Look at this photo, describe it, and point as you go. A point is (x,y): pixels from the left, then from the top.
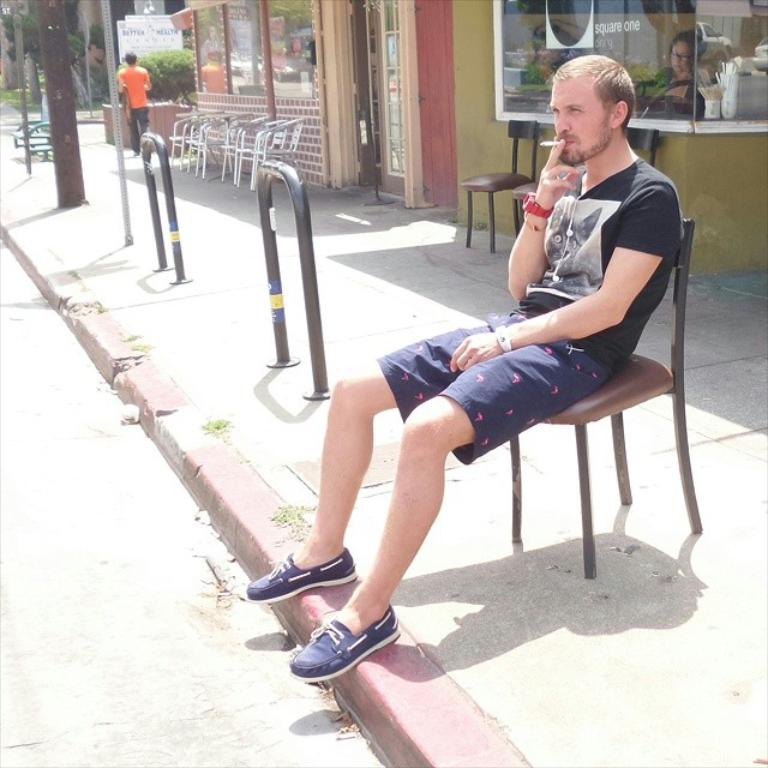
In this image i can see a person (641,282) sitting on a chair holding a cigarette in his hand (558,165). In the background (130,107) i can see few chairs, a person (143,74) walking, plants (187,69), a door (390,84) and a electric pole (76,187).
